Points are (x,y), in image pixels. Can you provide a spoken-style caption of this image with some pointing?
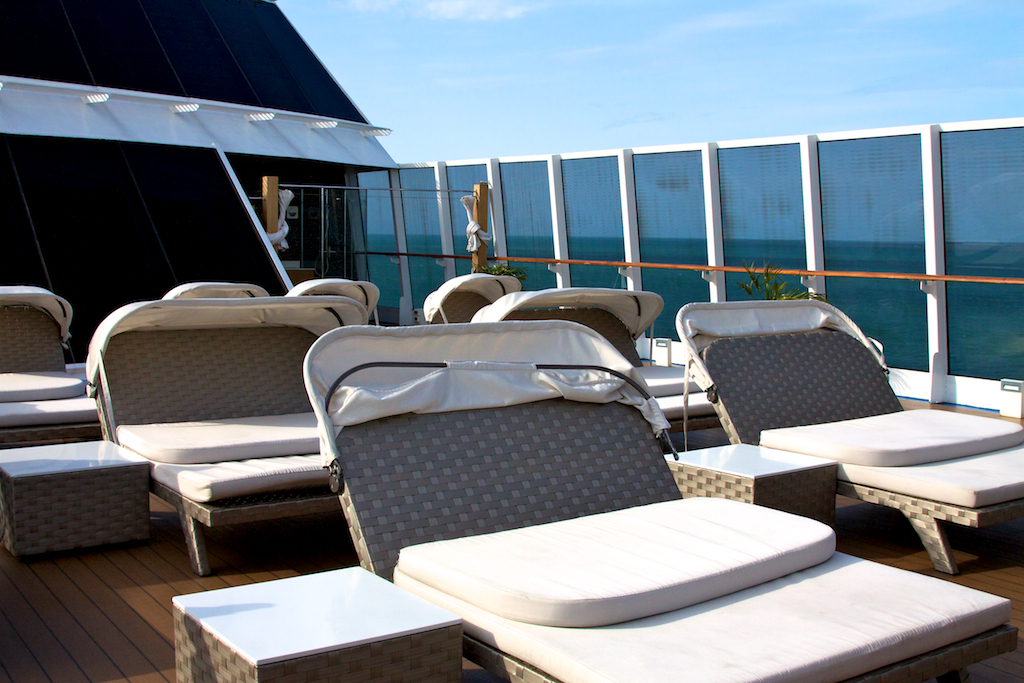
In this image I can see few beach beds (629,313), they are in white and gray color. I can see few glass walls (648,172), background (194,123) the building (239,123) is in white color and the sky (529,99) is in blue and white color.
